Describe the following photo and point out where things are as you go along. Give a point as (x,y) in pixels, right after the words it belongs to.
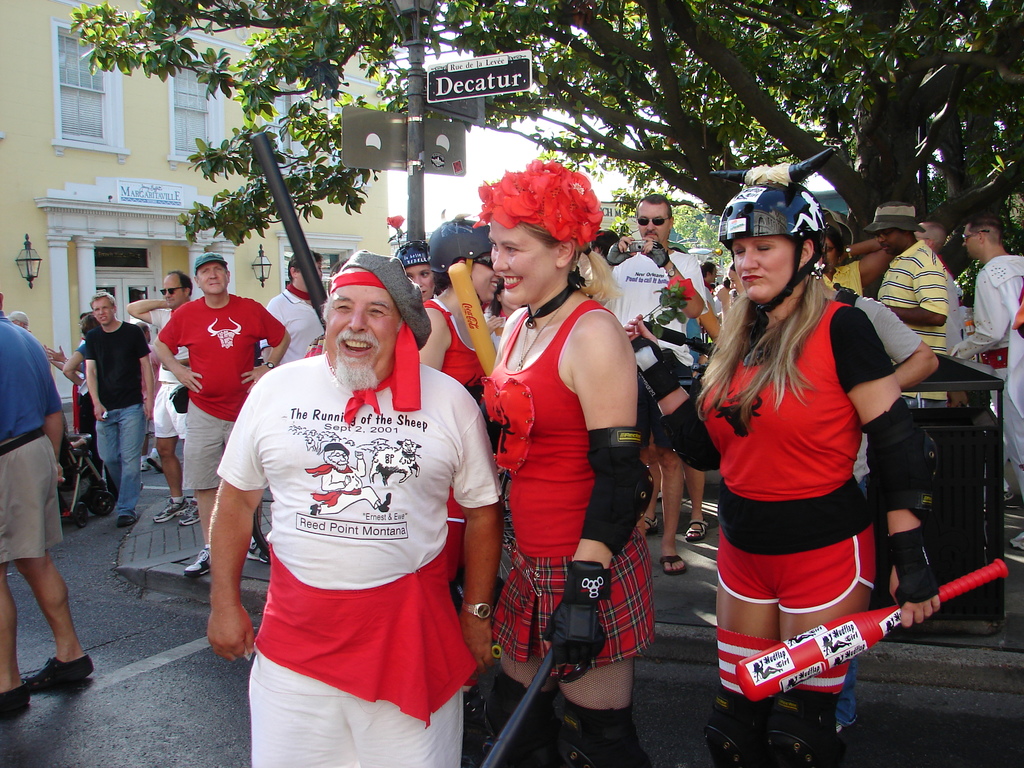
In this image in the front (541,377) there are group of persons (410,354) standing. In the front (355,498) there is a man (337,516) standing and smiling and in the background (118,211) there are trees (990,100), there is a building (379,218) and there is a pole (413,204) and in the front (569,503) there is a woman (567,496) standing and smiling wearing a red colour dress (555,489) and holding an object (524,694) which is black in colour in her hand (557,659).
